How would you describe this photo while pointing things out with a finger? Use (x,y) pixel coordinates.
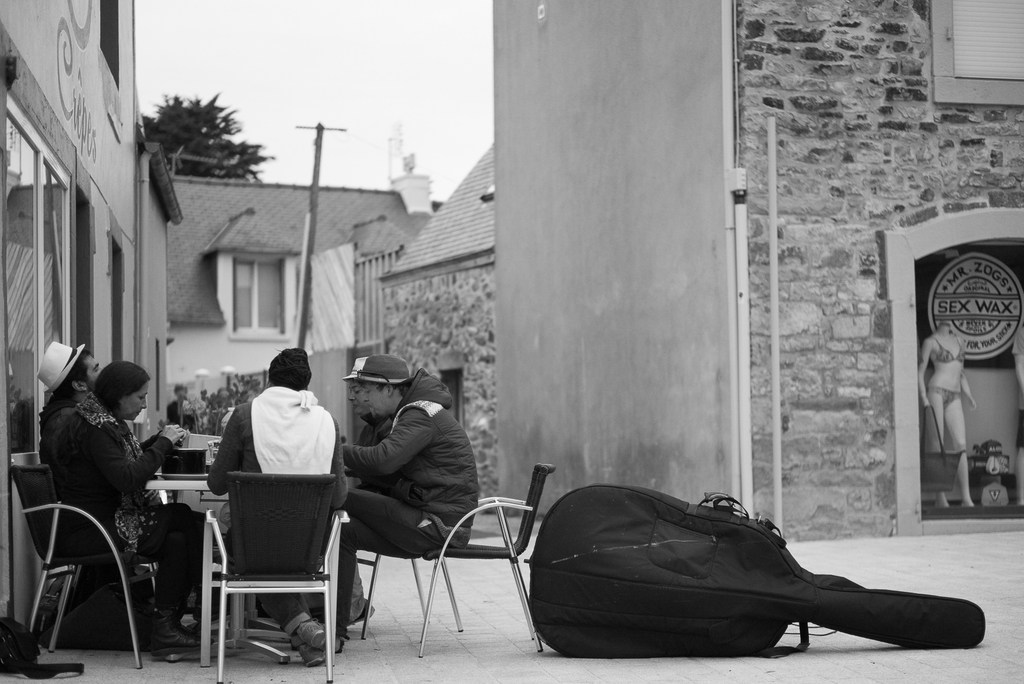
A black and white picture. These are buildings (232,324) with window (258,278). Backside of this building (234,265) there is a tree (193,124). This persons (266,410) are sitting on a chair (257,521). In-front of this person (182,532) there is a table (199,481), on a table (184,493) there is a container (191,457). This is a guitar bag (719,602) on floor (678,659). This is a mannequin (943,439).
